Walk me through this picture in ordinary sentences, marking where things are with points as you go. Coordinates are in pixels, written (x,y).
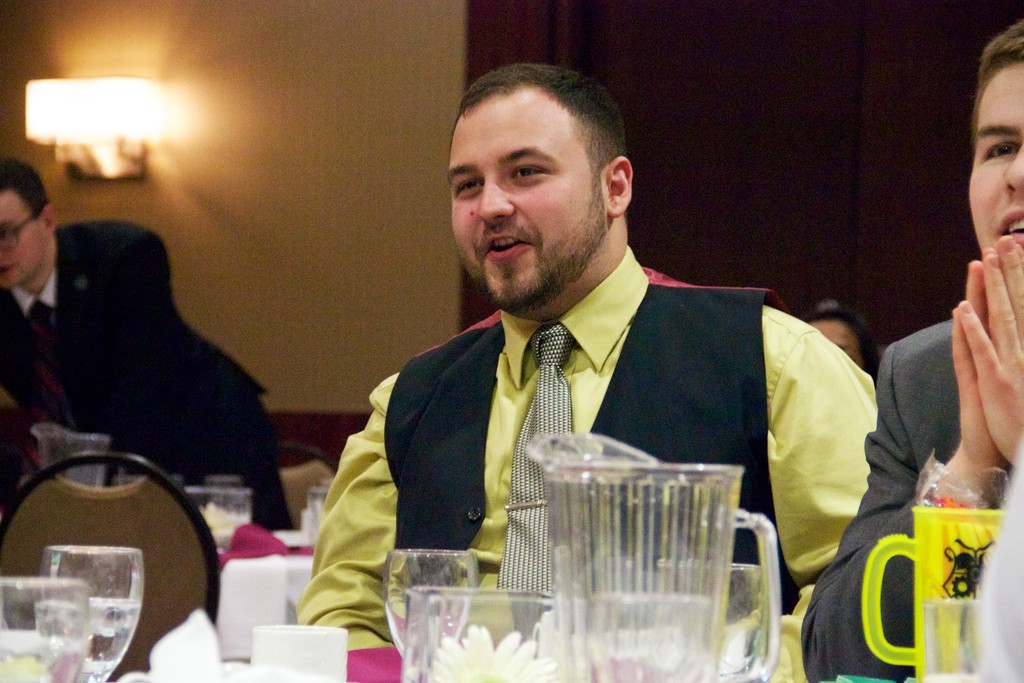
In this image there are two people (505,327) sitting on chairs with a smile (513,239) on their face (591,253), in front of them on the table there are glasses (447,568) and glass jars (587,562), behind them there is another person (81,349) standing, behind the person (121,393) there is a lamp (118,94) on the wall (296,246).
